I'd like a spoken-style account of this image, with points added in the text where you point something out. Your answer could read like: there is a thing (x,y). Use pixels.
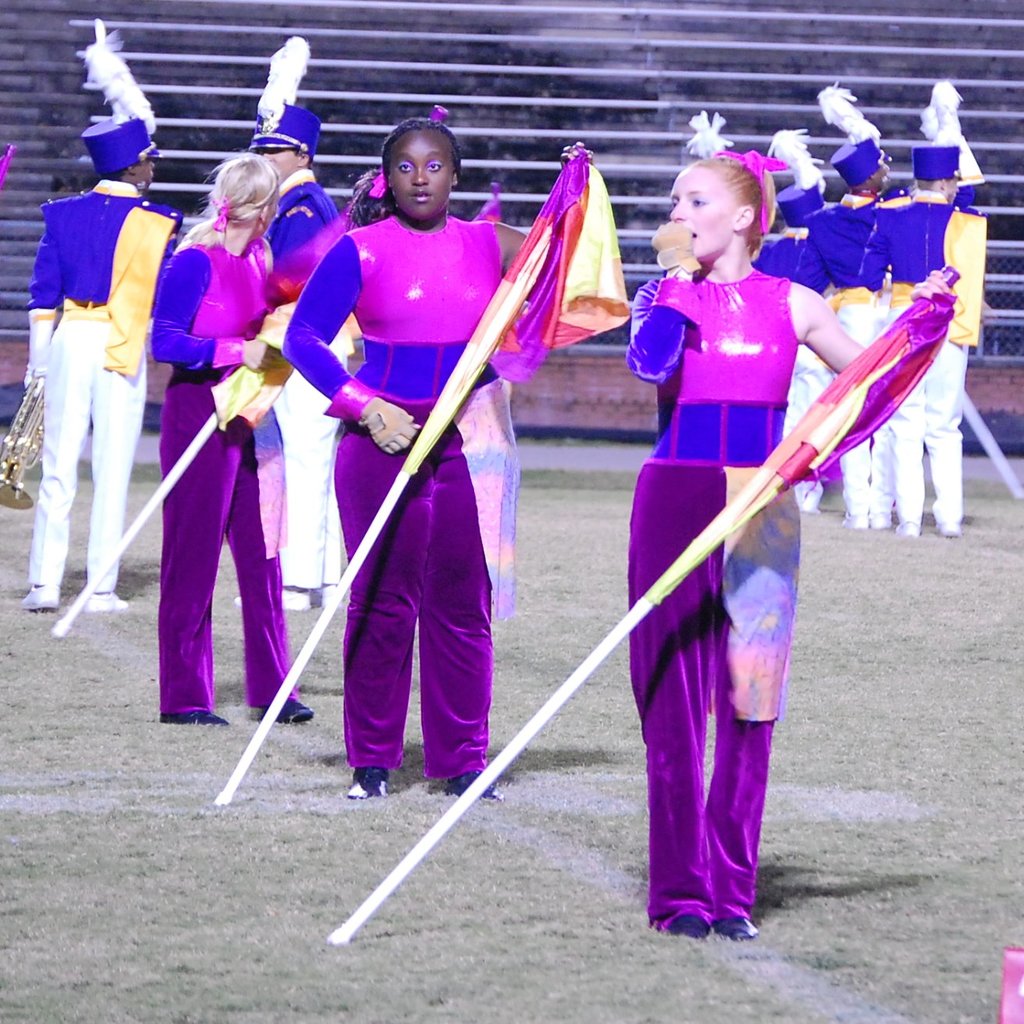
In this image we can see few people (478,446) standing and holding some objects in their hands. There is a grassy land (472,918) in the image. A person (121,208) is holding a musical instrument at the left side of the image (124,195). There are sitting stands (176,169) in the image.
